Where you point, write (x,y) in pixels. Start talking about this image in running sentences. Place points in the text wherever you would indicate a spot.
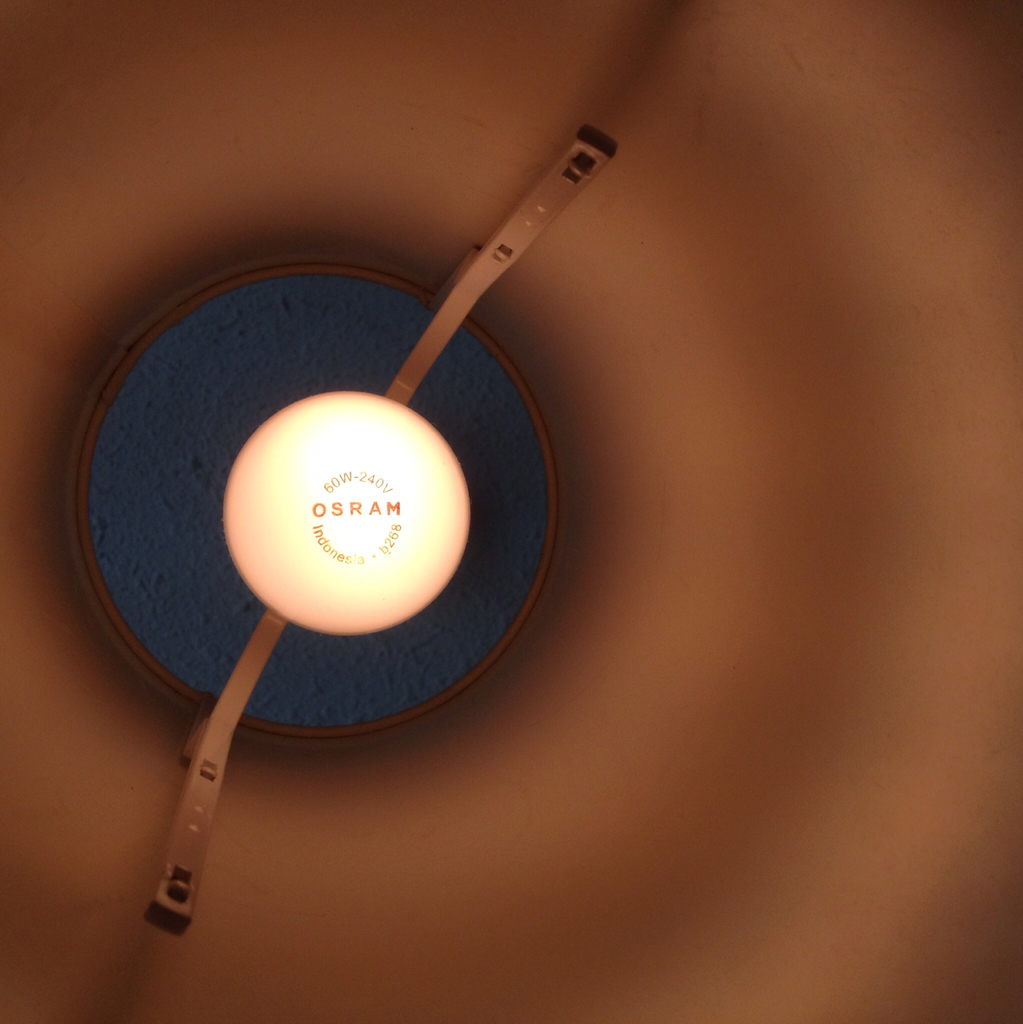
In this picture I can observe a bulb (338,454) fixed to the ceiling (577,210). This bulb (314,493) is in yellow color. In the background (741,514) there is a ceiling (411,273).
